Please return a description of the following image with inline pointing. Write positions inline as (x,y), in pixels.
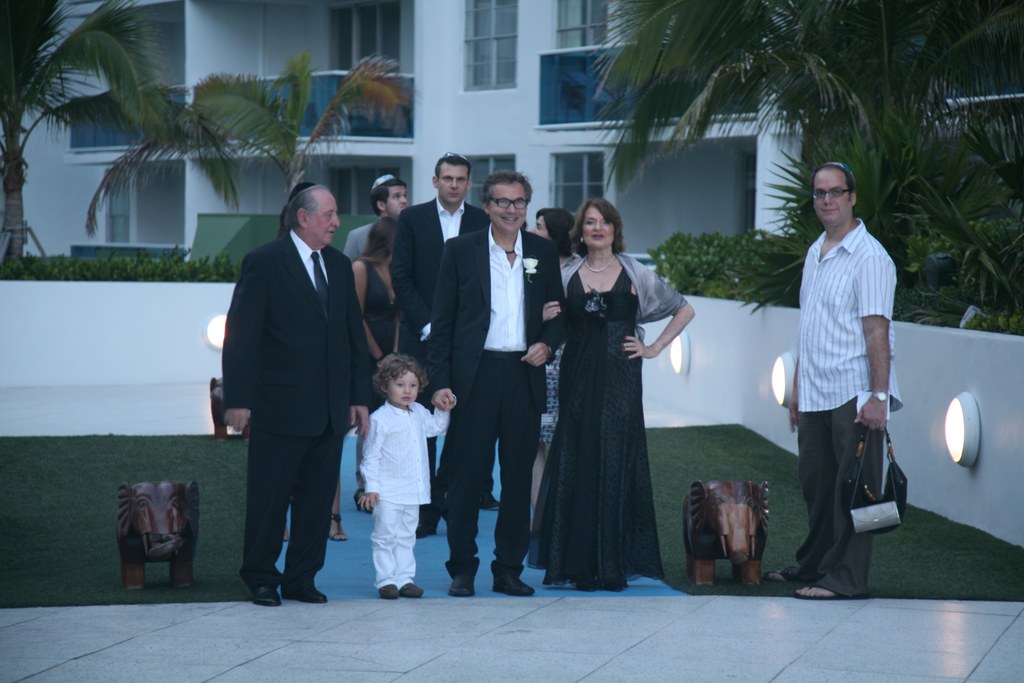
There are persons (508,331) in different color dresses (575,455) standing on the floor (905,624). In the background (365,133), there are plants (1020,164), trees (1019,184) and a building (482,80) which is having glass windows (330,60).
